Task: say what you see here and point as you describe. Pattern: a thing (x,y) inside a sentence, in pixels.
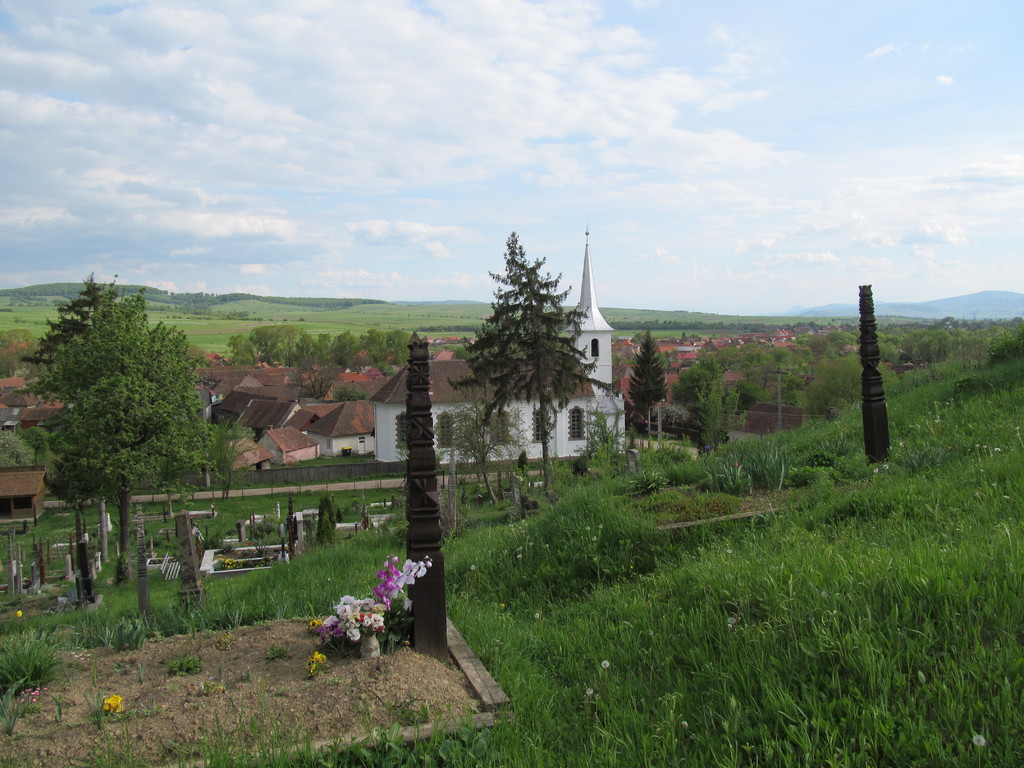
In this image we can see many houses (388,457), there are windows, there are many trees (456,445), there is grass (481,513), there are head stones (410,460), there is a bouquet (399,577) on the ground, the sky (432,72) is cloudy.
